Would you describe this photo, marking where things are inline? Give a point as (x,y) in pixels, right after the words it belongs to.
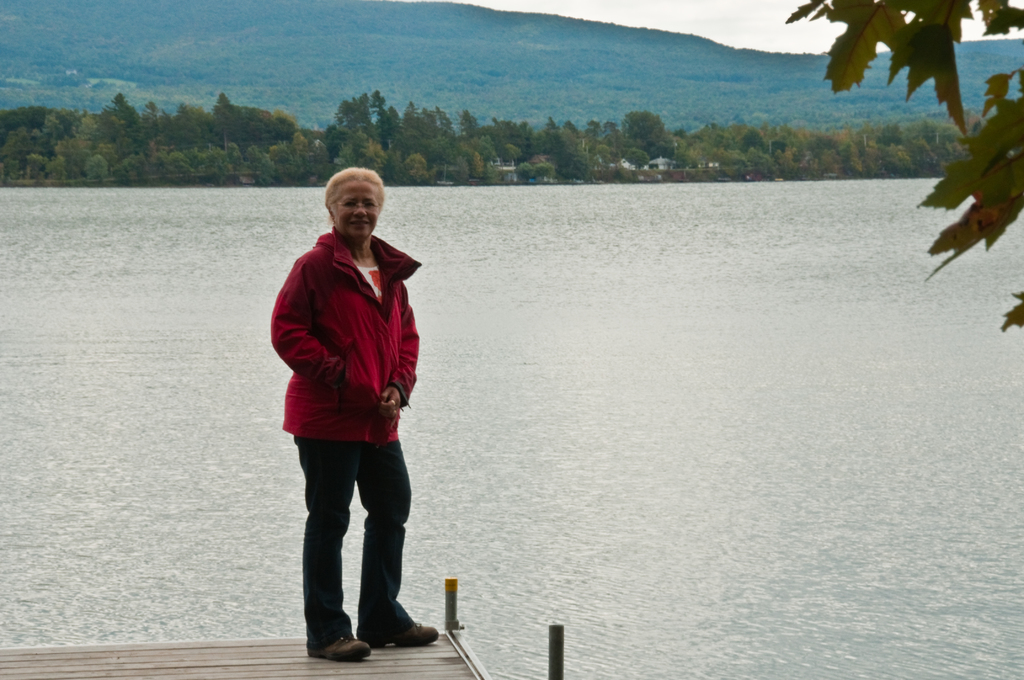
There is a woman (371,315) standing on the surface (399,651) and we can see water (909,315), right side of the image (966,226) we can see leaves (973,245). In the background (468,115) we can see trees (416,123), hills (366,53) and sky (706,23).
